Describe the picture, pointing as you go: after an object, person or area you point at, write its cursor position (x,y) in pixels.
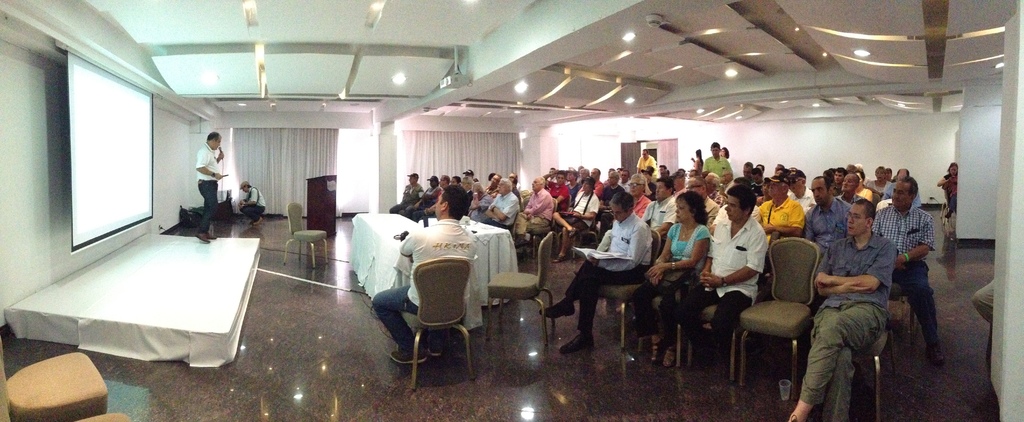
In this image, I can see groups of people (675,184) sitting in the chairs (777,267) and few people (721,159) standing. This looks like a podium (312,198). I can see the ceiling lights (264,63), which are attached to the ceiling (817,86). These are the curtains (335,145) hanging. Here is a person (250,218) sitting in squat position. This is a stage (227,273). This is a screen (111,195) with the display (108,186).
